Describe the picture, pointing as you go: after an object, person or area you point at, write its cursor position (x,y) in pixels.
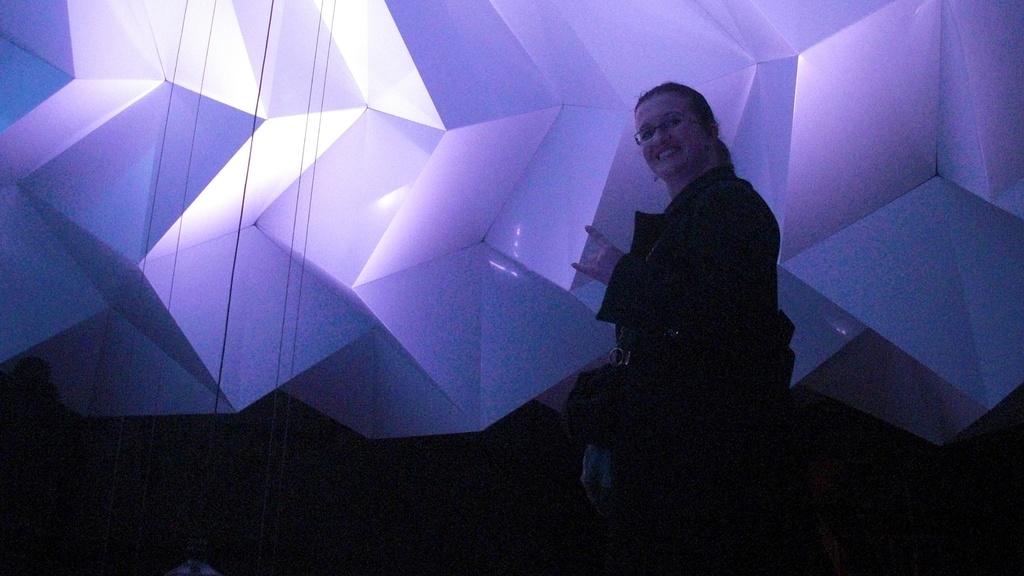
In this image in the front (701,369) there is a woman (677,366) standing and smiling. In the background (260,152) there are objects (425,155) which are white in colour, there are ropes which are black in colour.
